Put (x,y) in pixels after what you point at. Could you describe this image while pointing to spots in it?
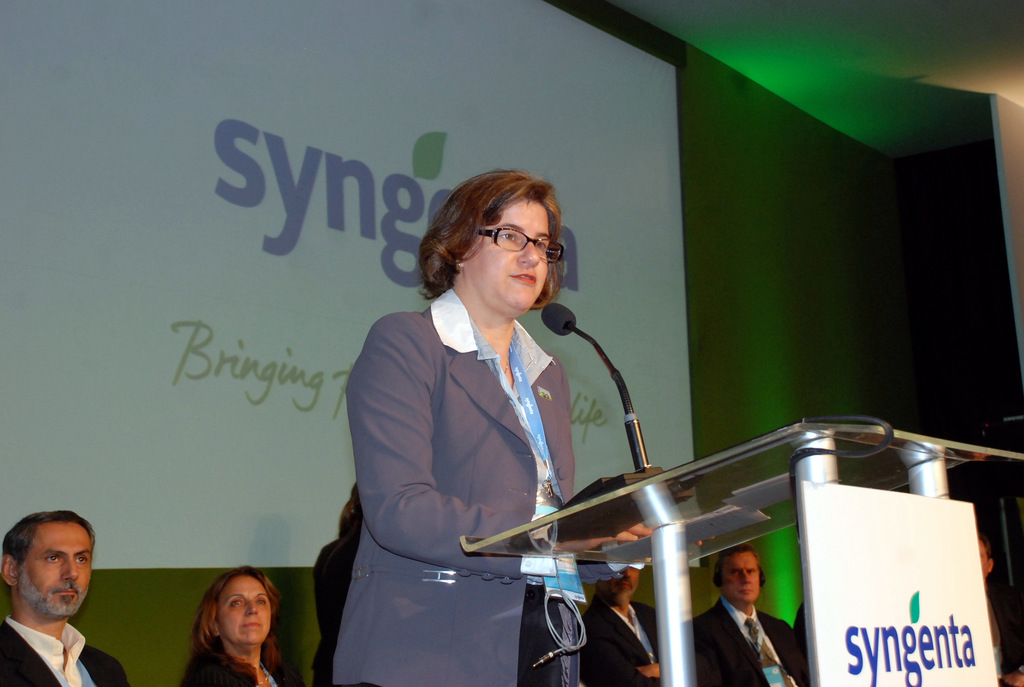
In this picture I can see a woman (469,431) who is standing in front of a podium (828,554) on which there is something written and I see a mic (597,350) on it. In the background (15,618) I see few people (9,561) who are sitting and I see the projector screen (623,173) on which there is something written and on the top (771,82) I see the lights (832,88).
